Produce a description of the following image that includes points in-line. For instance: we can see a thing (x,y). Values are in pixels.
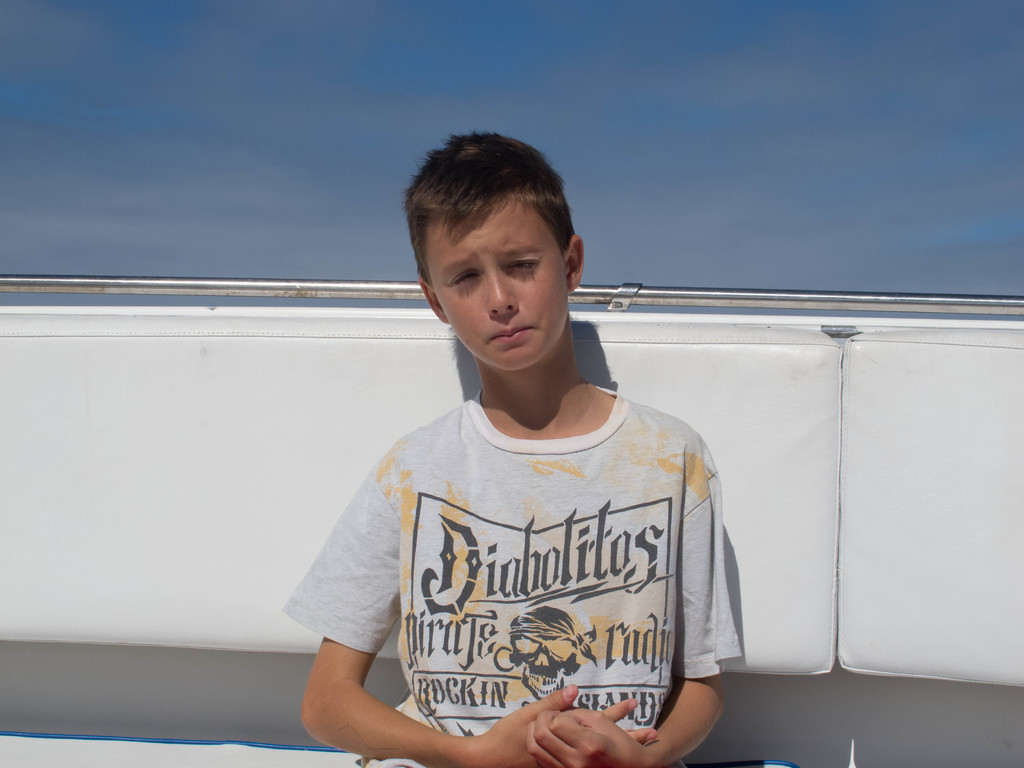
In this picture there is a boy (519,751) who is wearing white t-shirt (621,633). He is sitting on the bench (277,727). On the top (722,108) we can see the sky (707,122) and clouds (723,137).
